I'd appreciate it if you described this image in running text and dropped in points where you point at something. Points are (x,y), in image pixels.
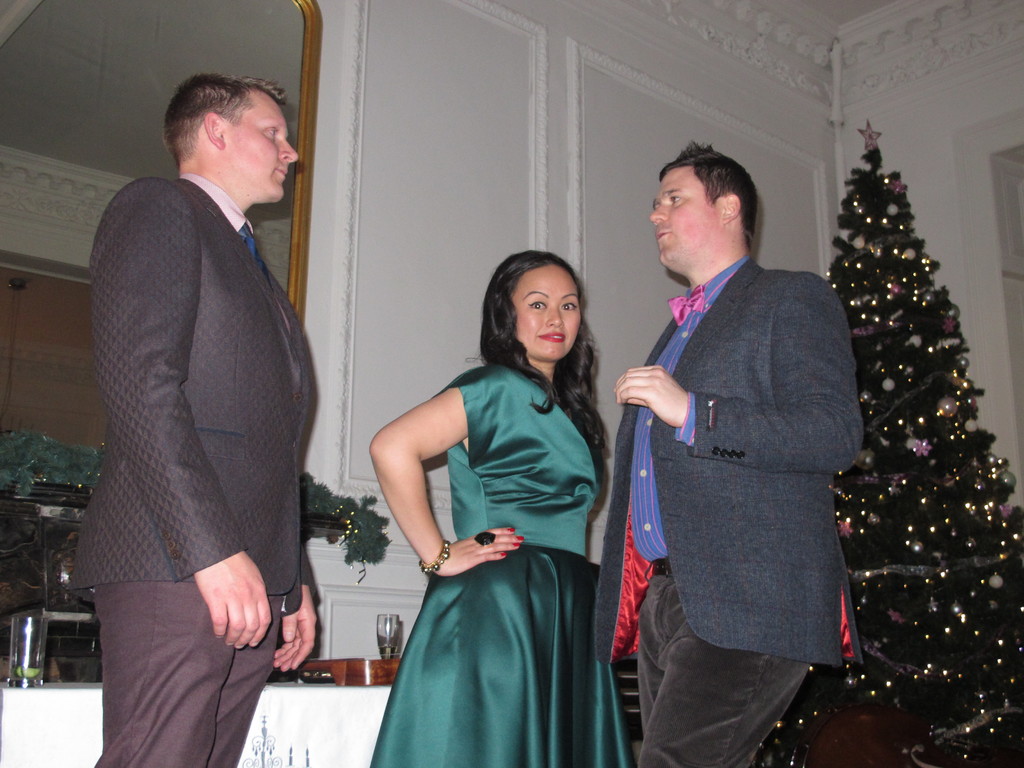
In the picture I can see two men (670,411) and a woman (475,510) are standing on the floor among them these two men (171,297) are wearing black color coats (152,468) and the woman (497,519) is wearing green color dress (510,561). On the right side of the image (882,312) I can see the Christmas tree (913,442) and a white color wall (781,88). In the background (319,701) I can see a table (319,701) which has some objects (316,673) on it.
